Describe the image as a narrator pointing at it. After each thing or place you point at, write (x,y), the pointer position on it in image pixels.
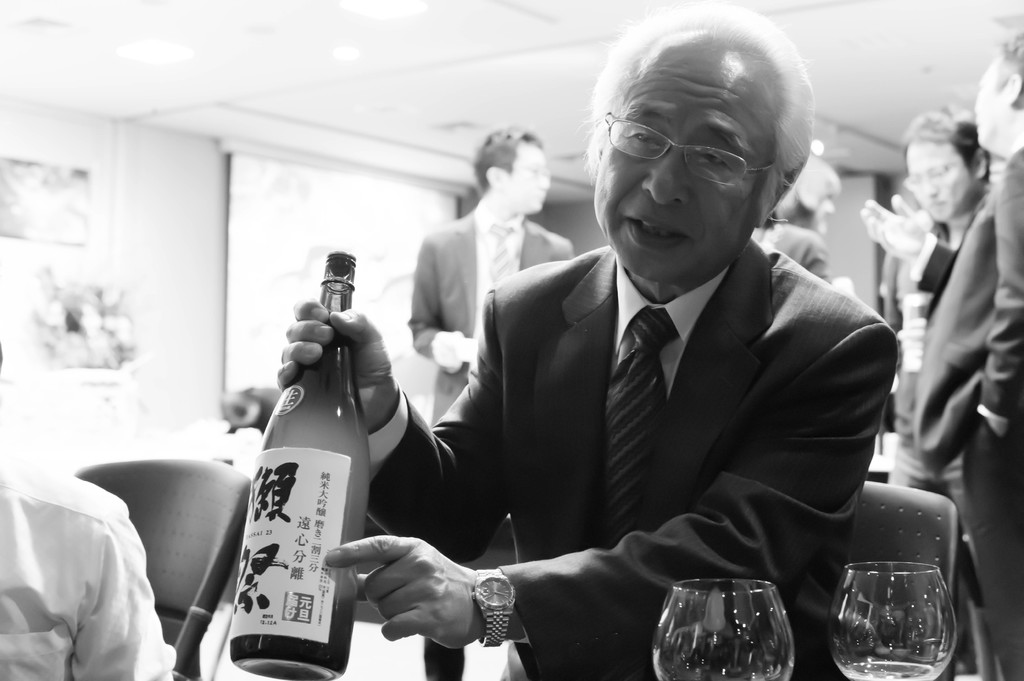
In this image I see a man (885,344) who is wearing a suit (572,670) and he is holding a bottle (344,599), I can also see another person (8,515) who is sitting on this chair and I see two glasses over here. In the background (437,387) I see few people (436,386) who are standing and I see the lights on the ceiling (581,46).
